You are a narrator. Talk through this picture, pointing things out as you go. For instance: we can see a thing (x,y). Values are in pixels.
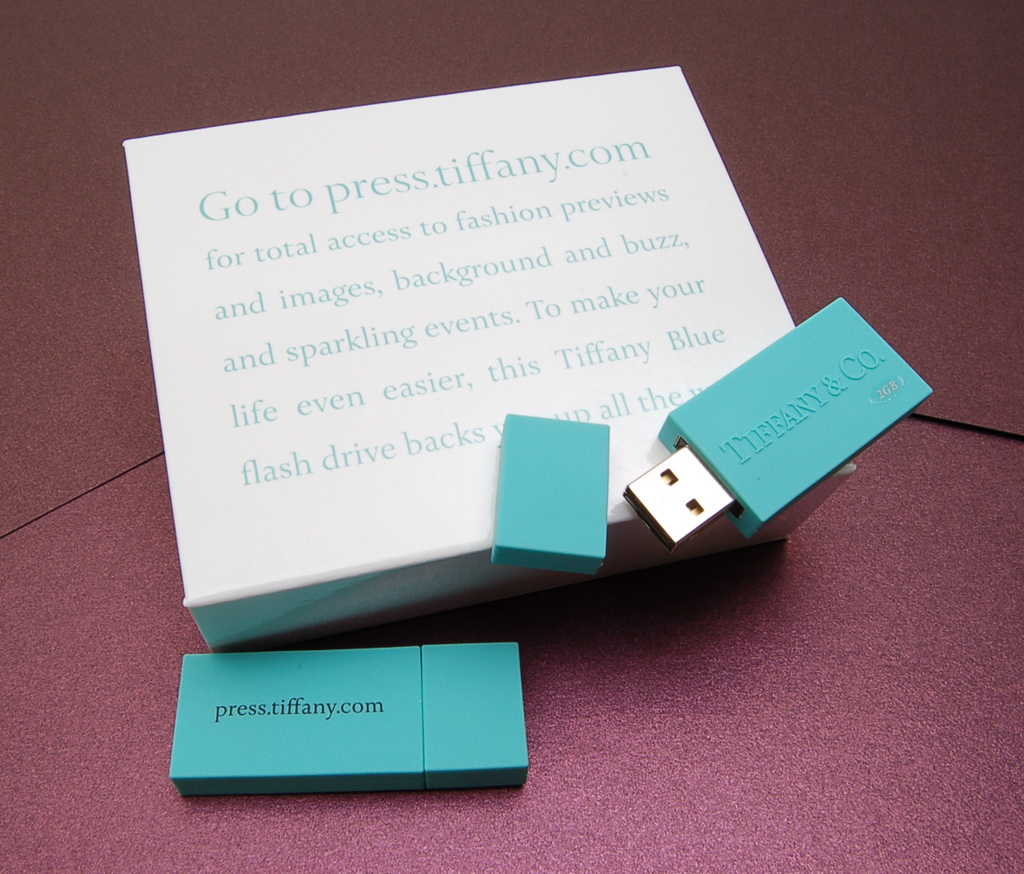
In this picture, we see the box (295,576) in white color. We see some text (402,281) written on it. We see two USB flash drives (259,692) in blue color. At the bottom (802,753), it is purple in color. In the background (9,513), it is purple in color.
